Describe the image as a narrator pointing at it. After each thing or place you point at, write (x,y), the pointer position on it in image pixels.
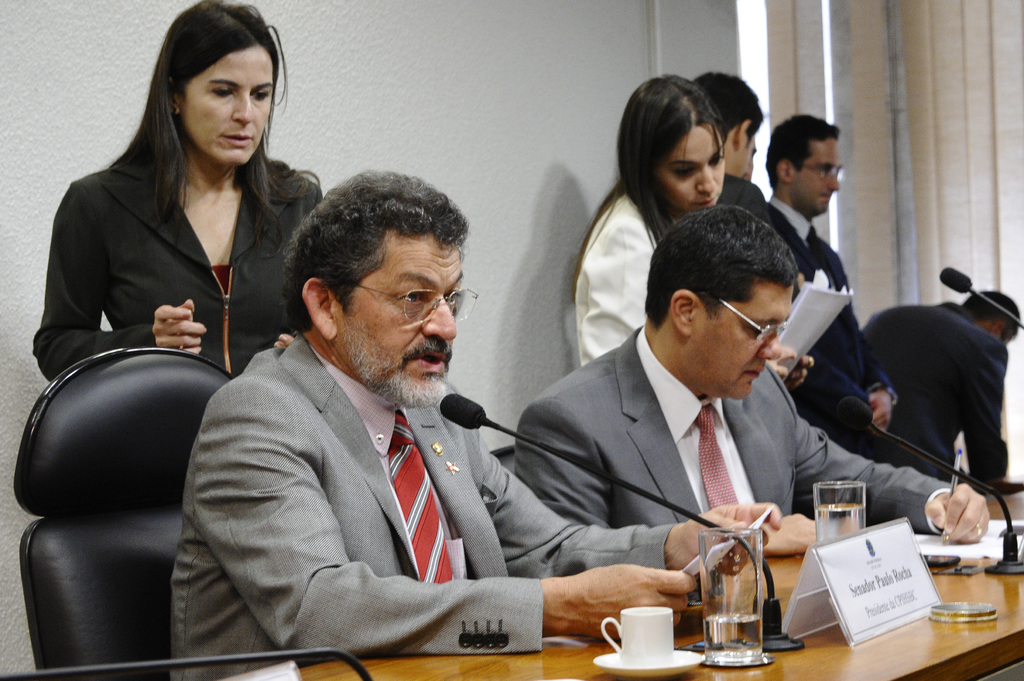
A person (332,475) wearing a gray coat (375,487) and red tie (426,499) is wearing spectacles (413,317) and speaking and sitting on a chair (164,533). Beside him a person (722,436) is sitting and writing with a pen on a paper (968,547). Behind him there is a lady (192,241) wearing a black dress (233,311). Another lady (624,248) wearing white dress (640,262) is holding paper (796,311). There are many other people (812,241) standing there. There is a table (897,642). On the table (519,656), there is a cup (659,630), saucer (688,663), glass (713,582), mic (721,526), name boards (894,576). In the background (502,103) there is a white wall (566,89) and curtains (912,126).
